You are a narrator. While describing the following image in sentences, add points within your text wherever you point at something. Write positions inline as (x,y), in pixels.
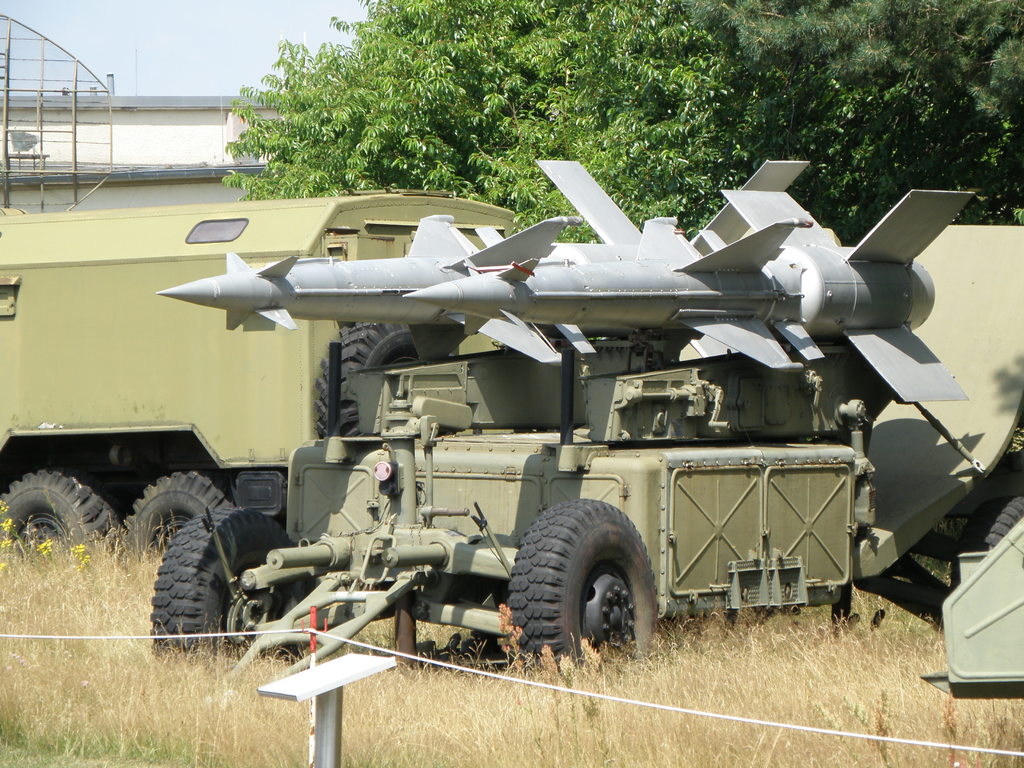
As we can see in the image there is dry grass (569,737), vehicles (510,456), stairs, building (174,126) and trees (530,29). On the top (181,21) there is a sky (181,21).
